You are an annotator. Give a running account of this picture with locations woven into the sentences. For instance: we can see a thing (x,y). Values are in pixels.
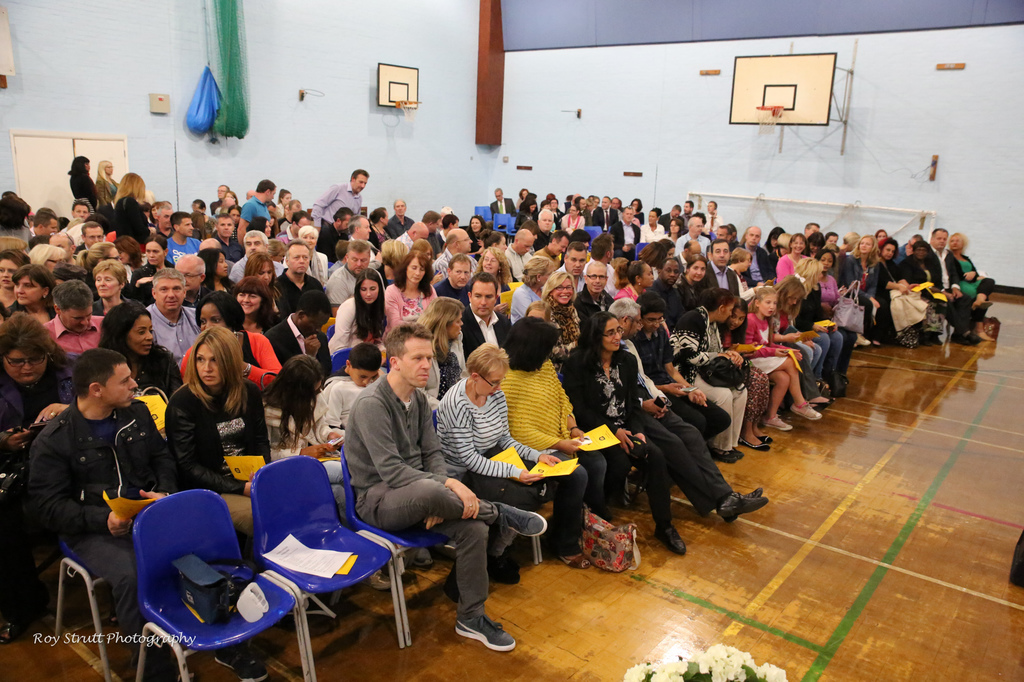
This is a picture of a hall (641,622) or a stadium (707,555) where there are blue color chairs (373,533) and a man (389,515) sitting in the chair (228,537) and there are some papers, bag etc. in this chair (200,526) and at the right side of this man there are woman (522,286) who are sitting in this chair (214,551) and at the right side of these people (521,480) there are some group of people (956,322) who are sitting and at the back ground (569,288) there are so many group of people (631,263) who are standing and sitting and to the wall (653,86) there is a basketball court yard (829,87) or a net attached to it, a door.
